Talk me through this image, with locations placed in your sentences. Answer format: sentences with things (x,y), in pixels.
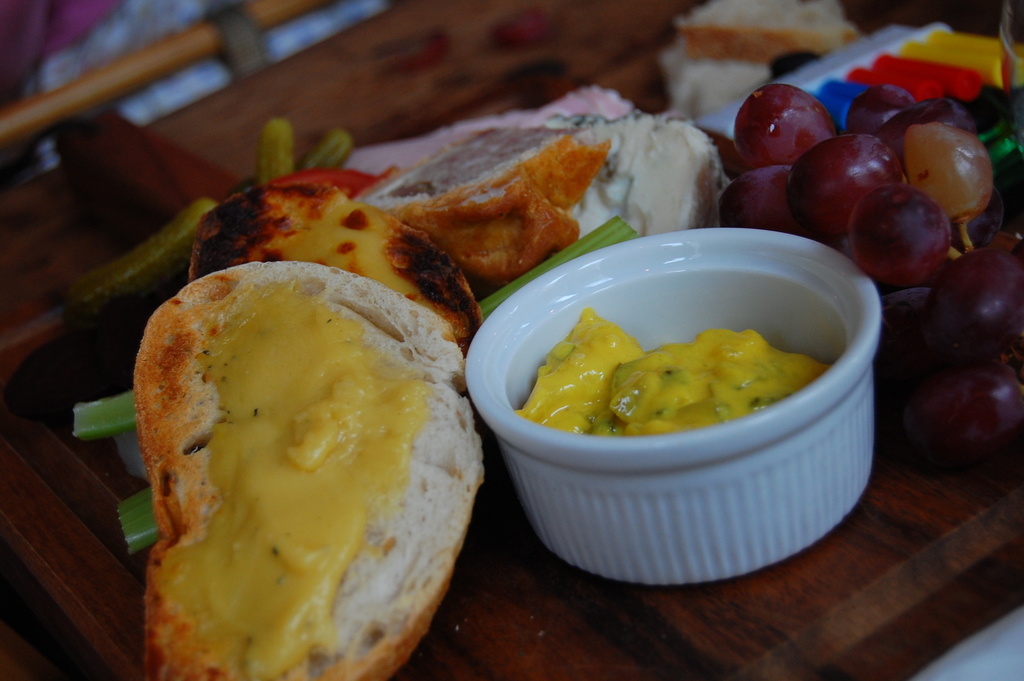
In the foreground of this image (582,562), there is a bread (336,495) with cream (312,448), a white bowl (802,439), grapes (944,346), celery sticks (110,408), few objects (919,52) and it seems like there is pastry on a wooden surface (815,577).
